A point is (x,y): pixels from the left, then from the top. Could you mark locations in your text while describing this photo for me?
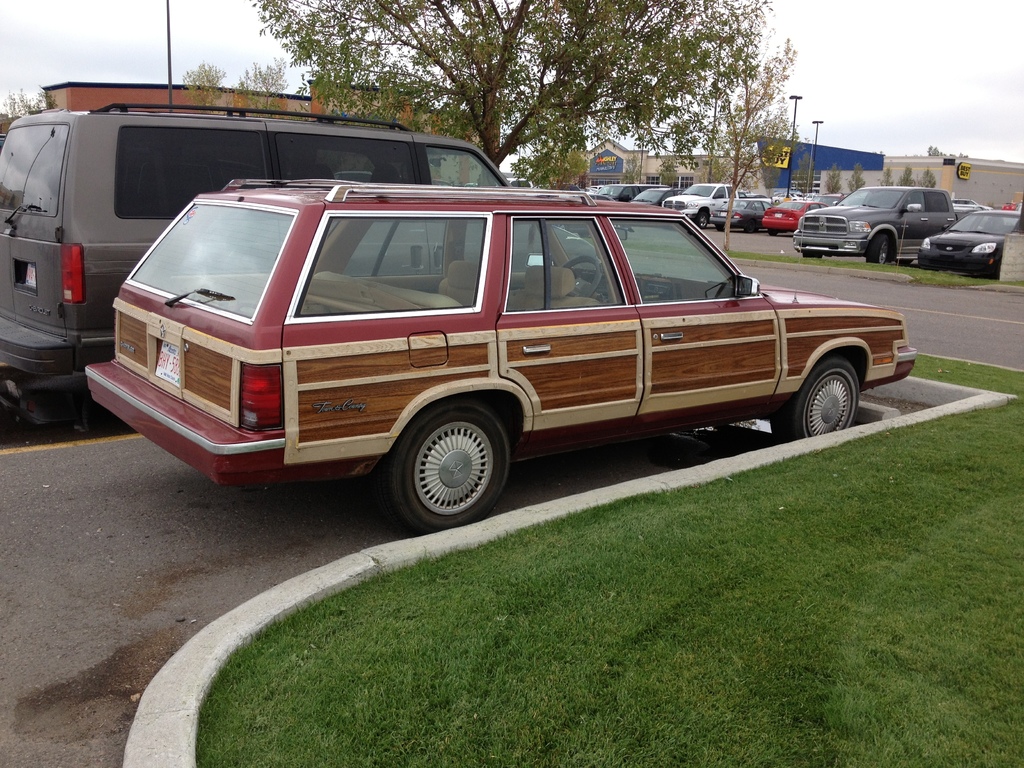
In the center of the image (542,348) we can see some vehicles (584,245), buildings (638,168), trees (734,144), poles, boards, wall (896,168). At the bottom of the image (362,615) we can see some grass (535,579), road (353,493). At the top of the image (886,101) we can see the sky (900,25).
